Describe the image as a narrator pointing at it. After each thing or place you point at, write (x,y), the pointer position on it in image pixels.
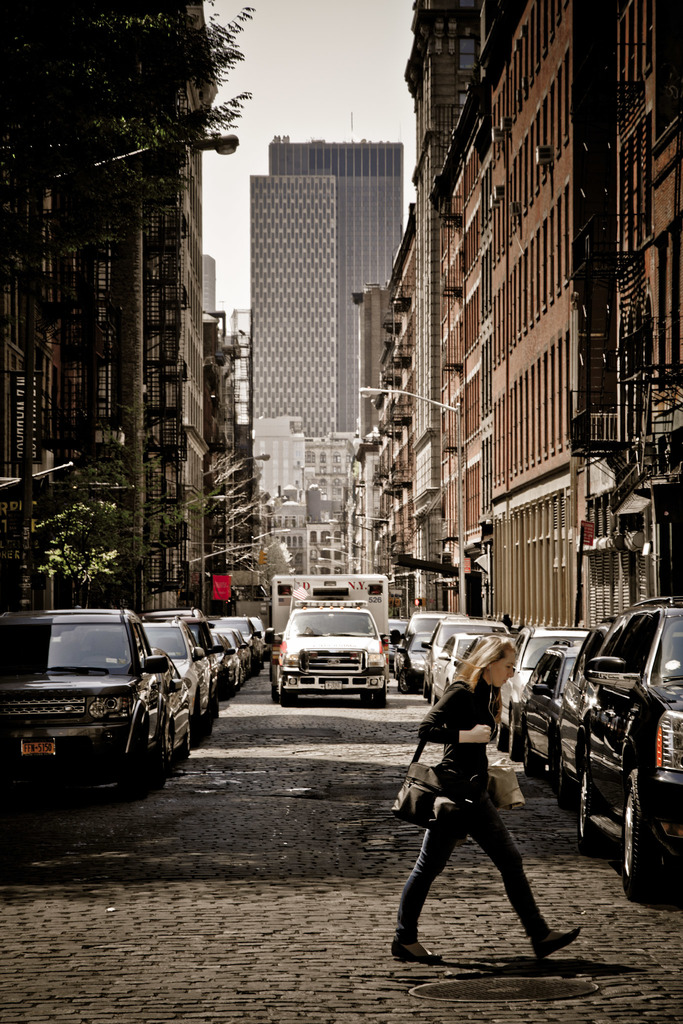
In this image there are some buildings (332,395) as we can see in middle of this image (340,372), and there are some vehicles (235,681) at bottom of this image (625,690). There is one white color vehicle (315,683) in middle of this image (330,662), and there is one women (461,739) at bottom of this image (448,778) is wearing black color dress (481,832) and holding one black color bag (424,810). There is a tree (83,126) at top left corner of this image (145,118). There is a sky (316,86) at top of this image (344,83).
